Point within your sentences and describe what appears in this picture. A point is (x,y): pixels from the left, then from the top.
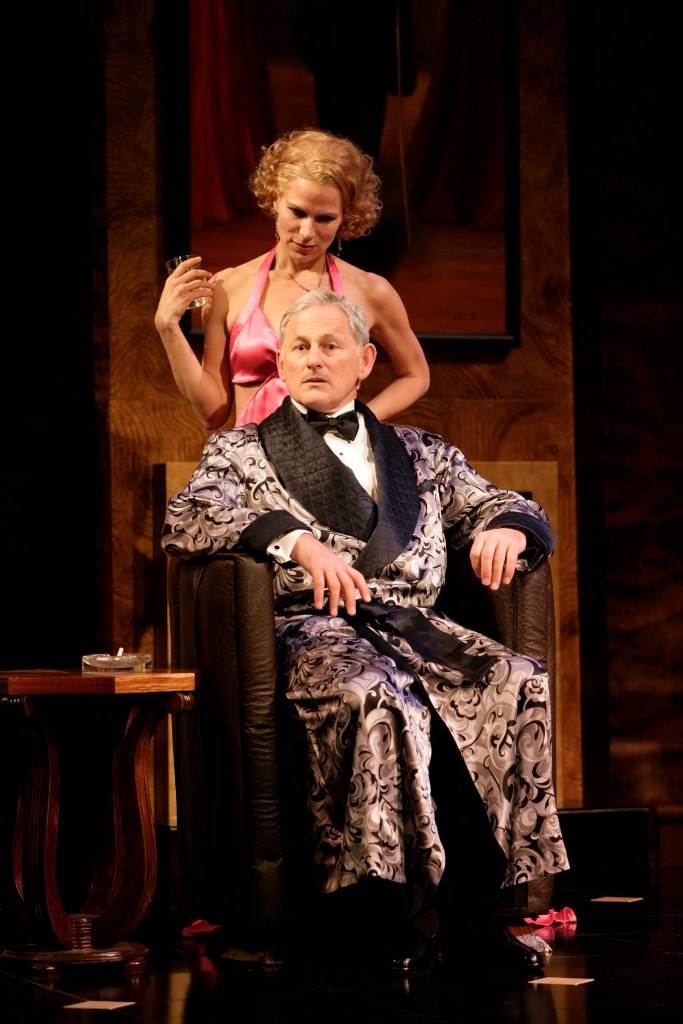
This image consists of a man (305,649) sitting in a chair (216,641). Behind him, there is a woman (216,405) holding a glass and standing. On the left (122,732), there is a table (105,691) made up of wood (112,905). In the background (162,177), there is a frame (416,225) fixed on the wooden block (506,388). At the bottom (301,980), there is a floor (223,986).
